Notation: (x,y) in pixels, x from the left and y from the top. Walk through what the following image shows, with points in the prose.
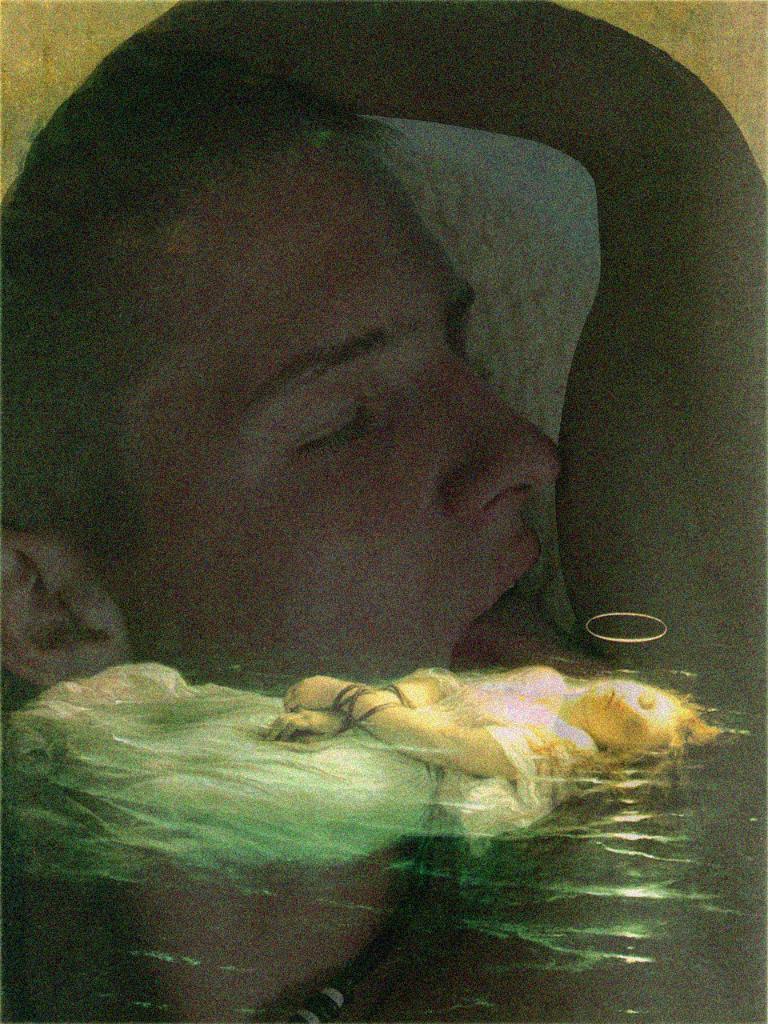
This is an edited image. In this image we can see a boy (416,478) and a woman (436,736) lying in the water (647,773).
